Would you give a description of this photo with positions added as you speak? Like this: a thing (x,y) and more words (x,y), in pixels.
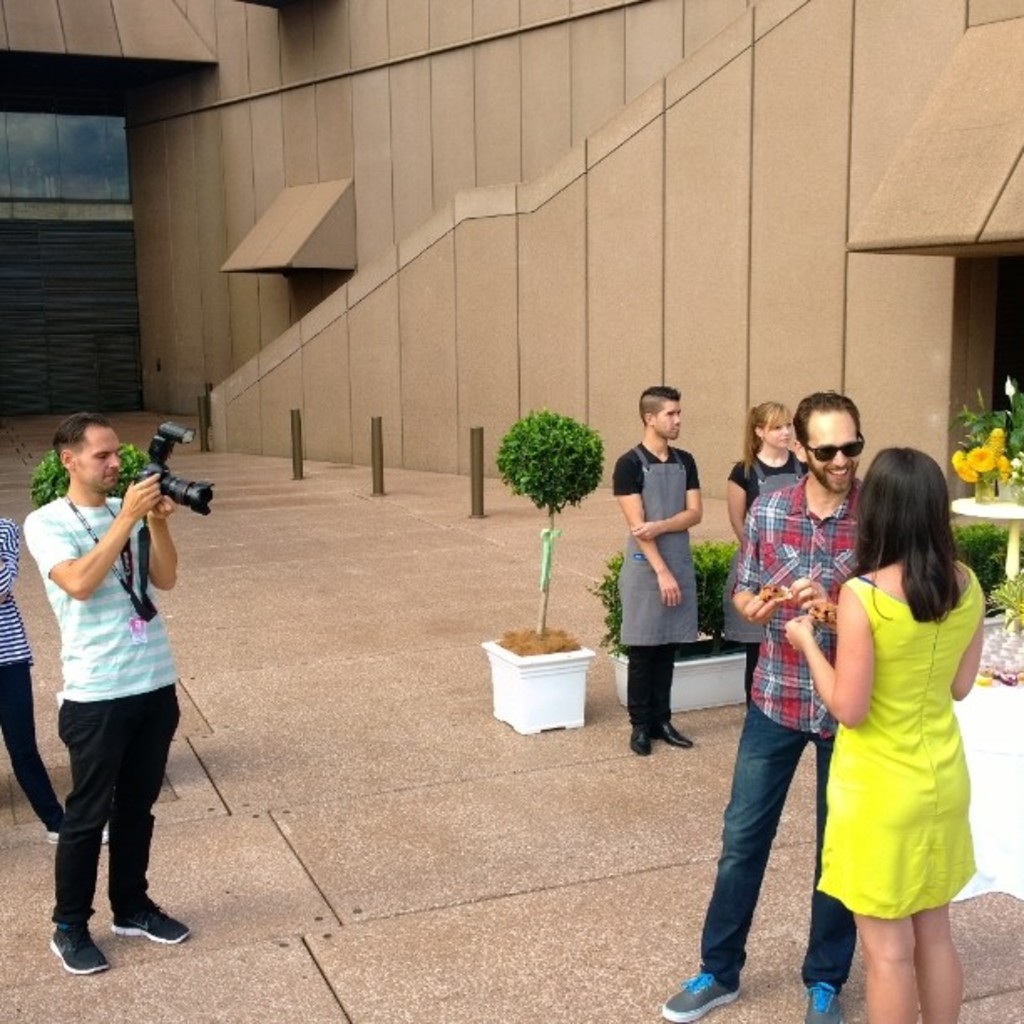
In this image we can see persons (655,714) standing on the floor (605,693) and one of them is holding a camera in the hands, houseplants (513,653), walls (633,65) and barrier poles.
